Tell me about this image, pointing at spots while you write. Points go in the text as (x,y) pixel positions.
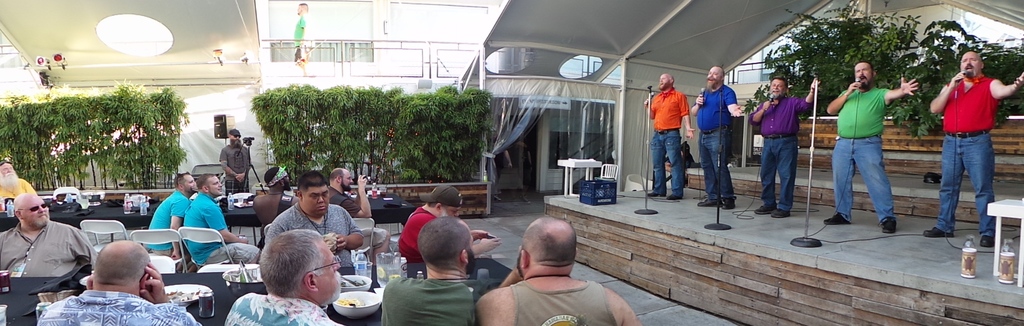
On the right side of the image (712,128) we can see people (677,93) standing and holding mics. In the center (370,198) there are people (261,196) sitting we can see tables (168,282) and there are bottles (128,204), bowls (337,310), tins (209,303), glasses (399,274) and some food (349,304) placed on the tables (194,311). There are chairs (96,241). In the background (83,179) there are trees (307,141), building (380,82) and a speaker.
